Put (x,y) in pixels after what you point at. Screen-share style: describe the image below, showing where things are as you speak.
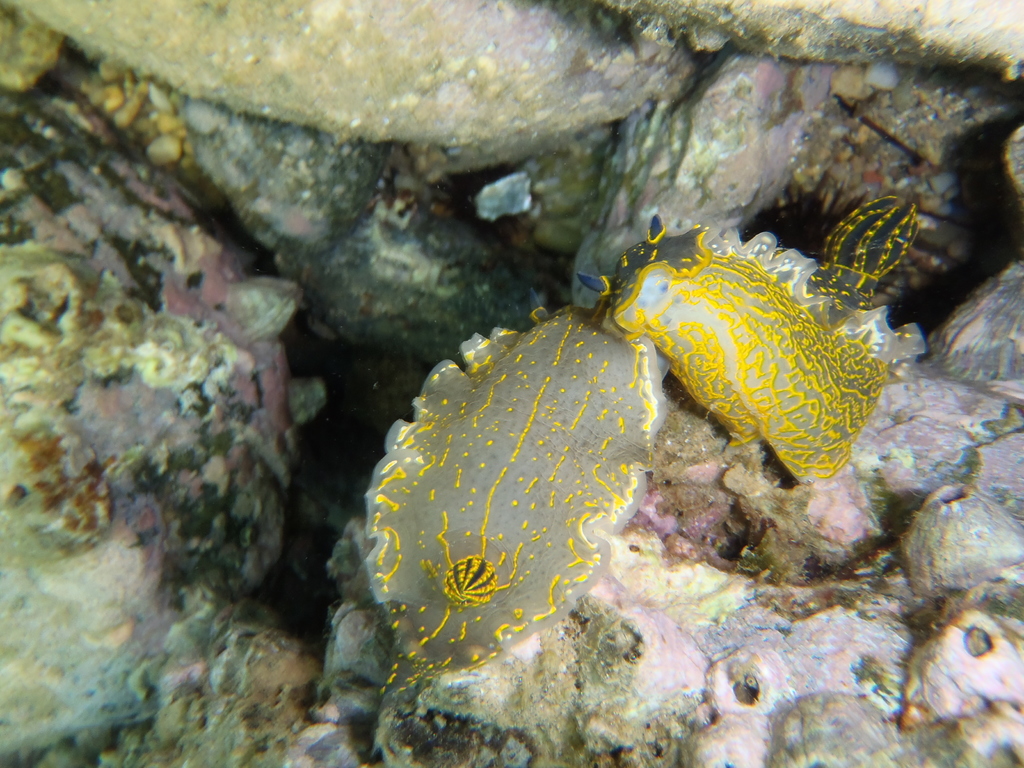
In this picture we can see underwater corals (669,509), stones (336,619) and some water animals (562,568).
